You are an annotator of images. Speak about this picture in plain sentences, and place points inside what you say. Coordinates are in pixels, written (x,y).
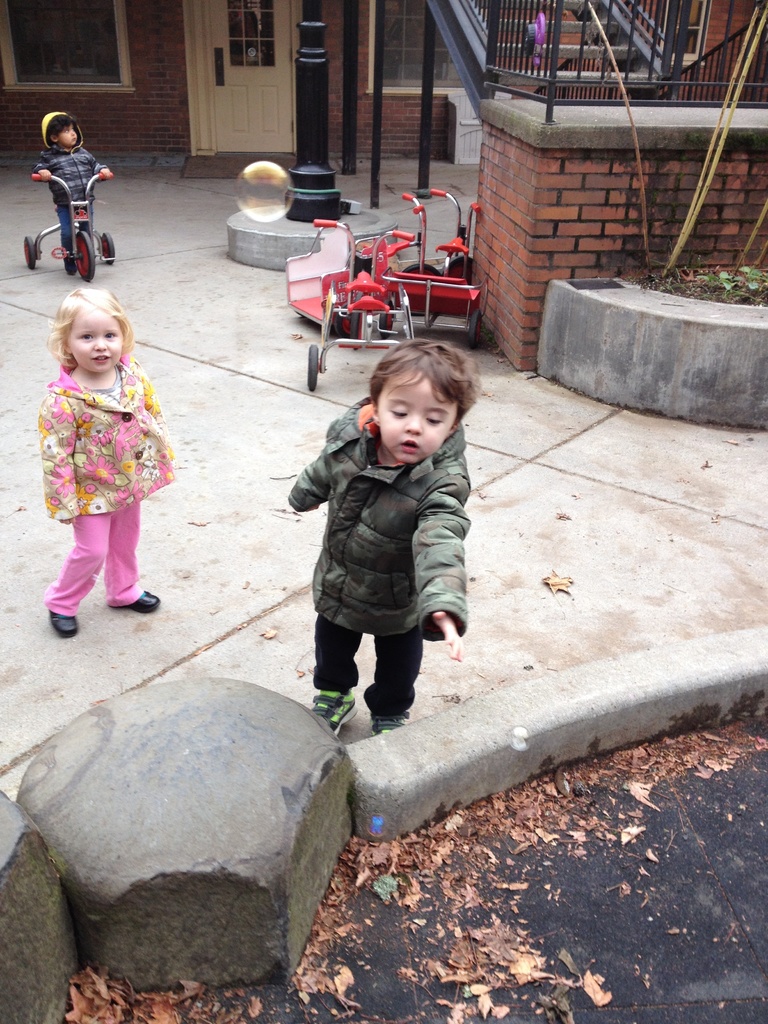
There are two kids (47,430) standing in the middle of this image (361,492). There is a rock (270,775) at the bottom of this image (297,771). There is a building (125,94) in the background (446,115). There are two bicycles (336,271) and one kid (74,199) is riding a bicycle (76,209) in the top left of this image (68,184).
